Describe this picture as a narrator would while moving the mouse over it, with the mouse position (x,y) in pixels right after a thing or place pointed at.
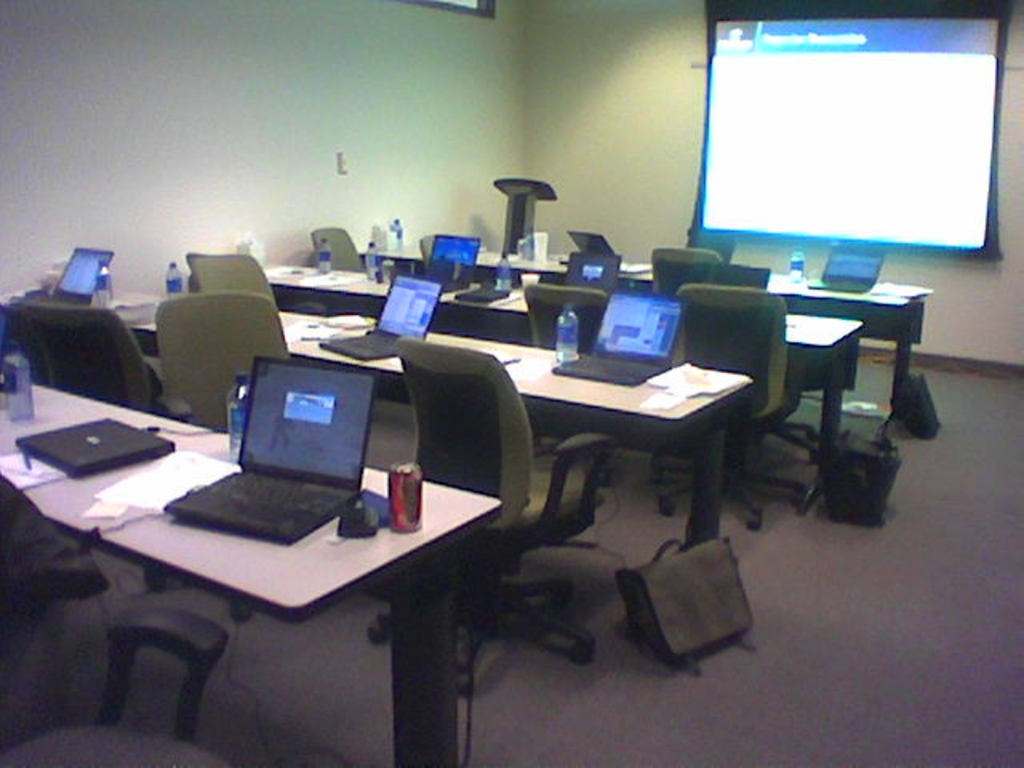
There are empty chairs (540,304) in front of a tables (153,349) which consists of laptops (322,450), papers (690,376), water bottles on it and there is a projected image (796,147) in front of it.
